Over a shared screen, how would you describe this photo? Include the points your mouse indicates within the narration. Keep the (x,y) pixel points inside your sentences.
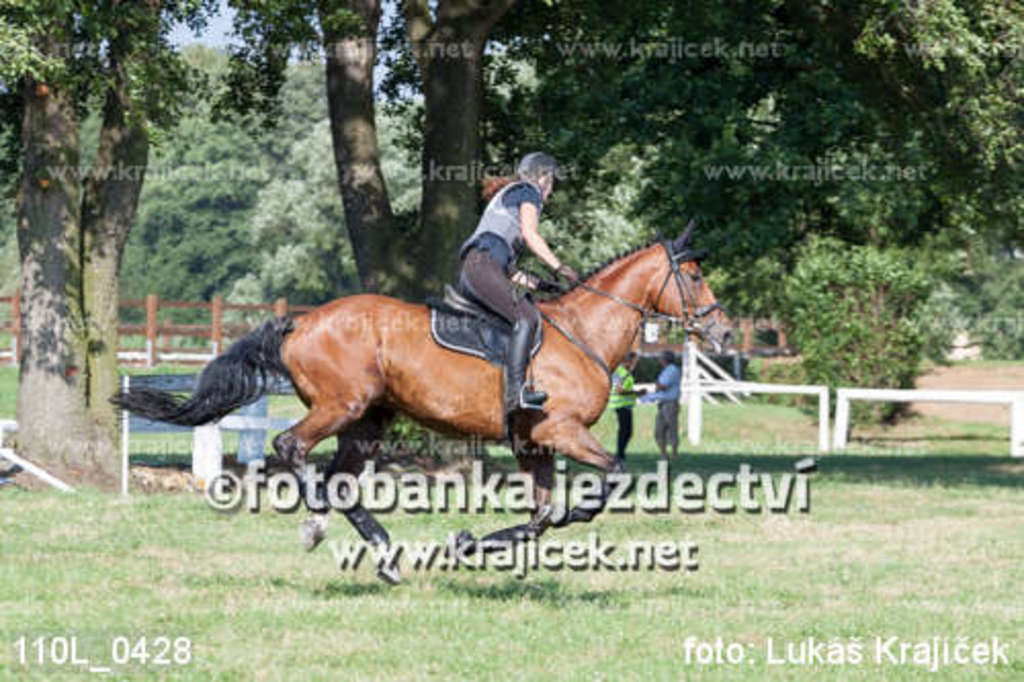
In this image in the center (350,326) there is one horse (485,399), on the horse (501,392) there is one person (487,265) who is sitting and riding. At the bottom (444,606) there is a grass (925,548), in the background (149,305) there is a wooden fence (686,403) and two people (674,409) are standing and also there are some trees (162,193).
